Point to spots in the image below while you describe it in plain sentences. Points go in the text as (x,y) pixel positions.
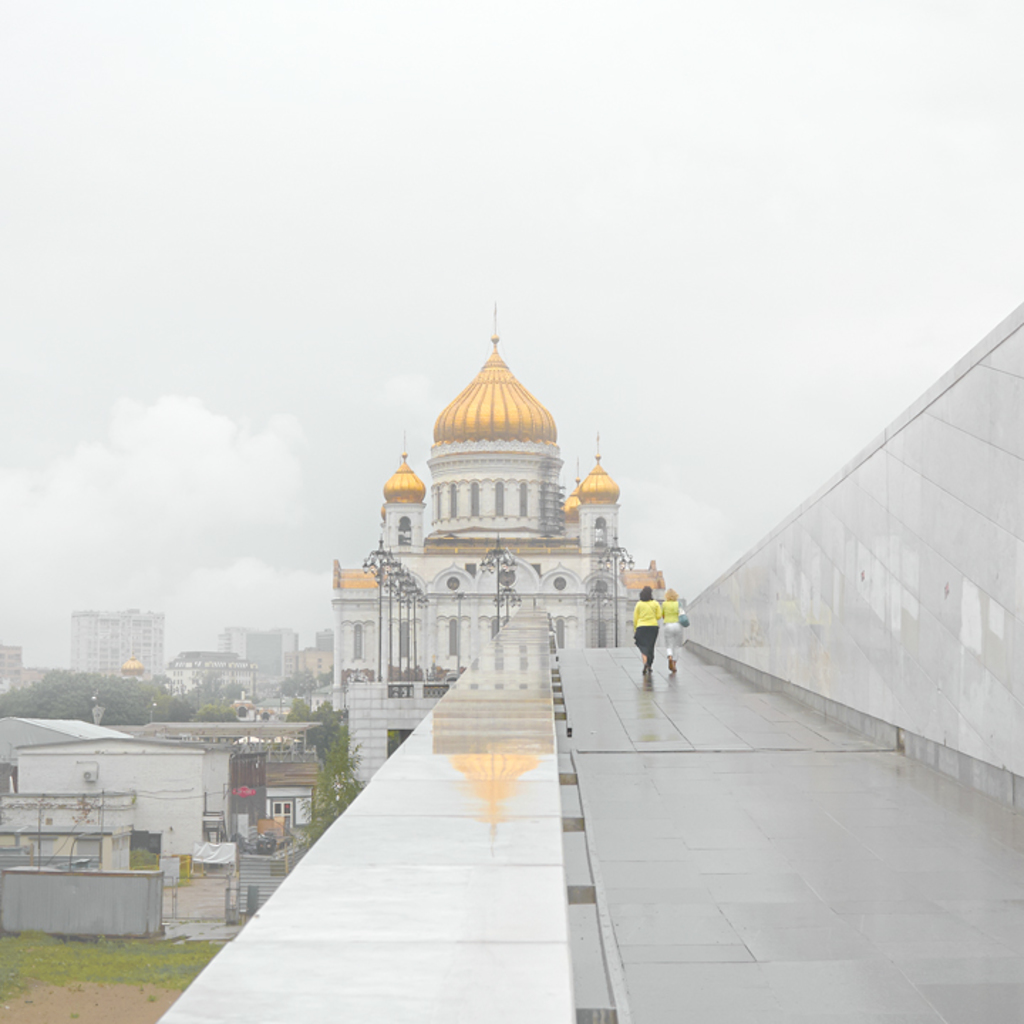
On the right side of the image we can see people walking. In the background (98,789) there are buildings (164,785). We can see a tower (478,610). There are trees (179,716). At the top (595,164) there is sky (571,181).
